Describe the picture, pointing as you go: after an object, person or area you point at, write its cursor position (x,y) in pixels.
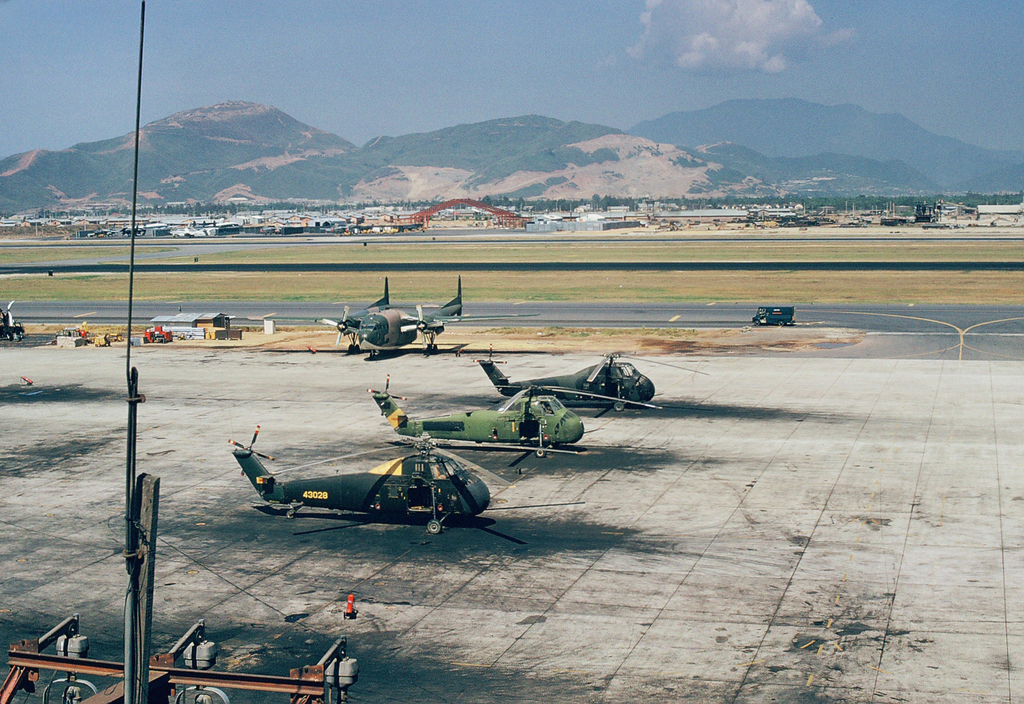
We can see aircraft (414,467) on the surface (604,444), afar we can see a vehicle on the road (819,306). In the background (418,196) we can see crane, trees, hills (781,145) and sky (634,12).
